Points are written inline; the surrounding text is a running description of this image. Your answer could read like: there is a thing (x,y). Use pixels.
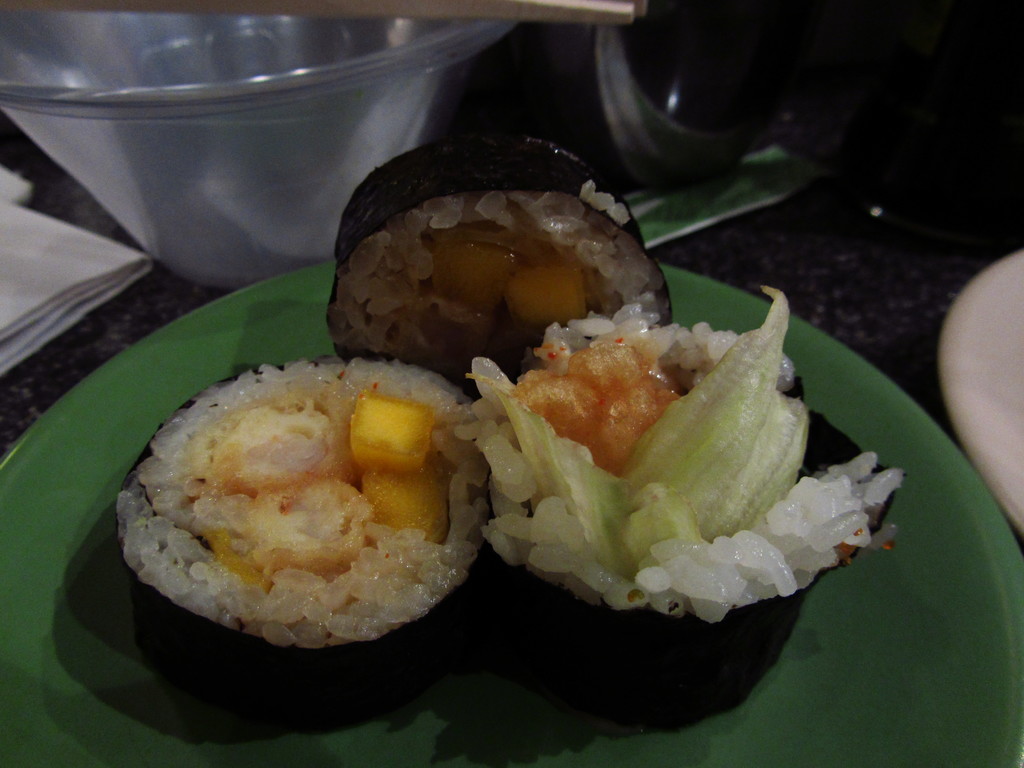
In this image at the bottom (854,582) there is one plate (855,598), on the plate (848,571) there are some food items (482,392) and in the background (632,122) there is a bowl (371,111) and some objects (674,121). On the left side (55,301) there is tissue paper (47,295).
